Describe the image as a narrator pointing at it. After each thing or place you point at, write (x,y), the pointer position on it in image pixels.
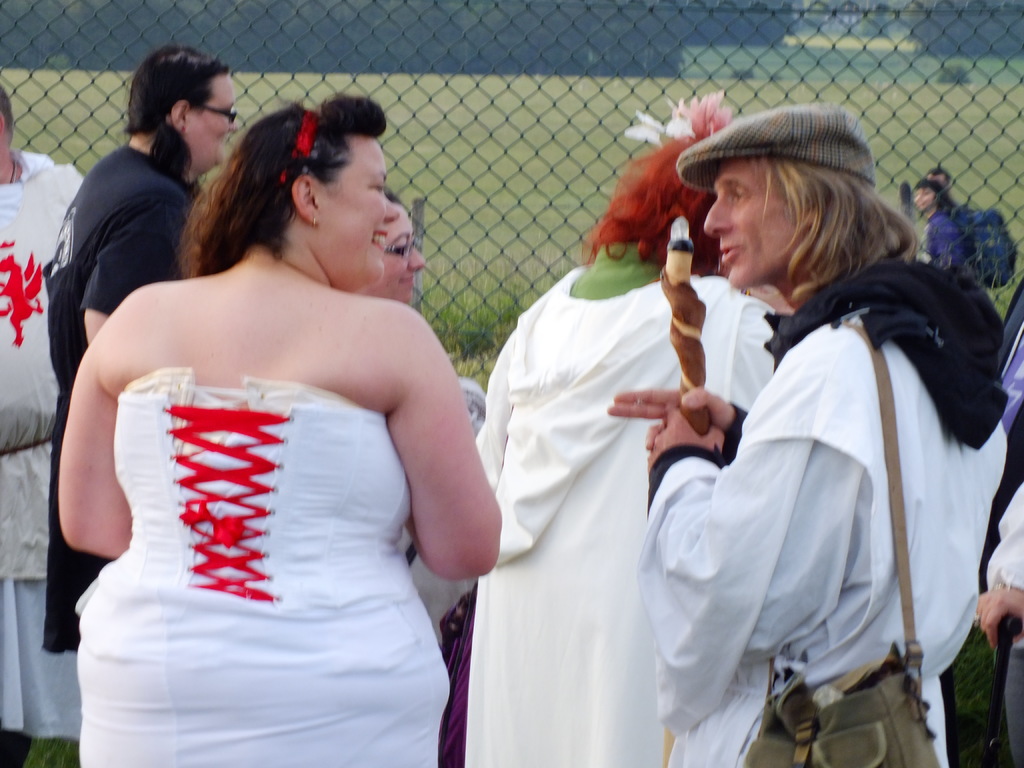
In this image there are group of persons (674,480) standing, there is a person (992,552) truncated towards the right of the image (1006,585), there are person (330,666) truncated towards the bottom of the image (24,524), there is a person (36,203) truncated towards the left of the image (36,349), there is a person (725,224) holding an object (690,301), the person (714,202) is wearing a bag (851,717), he is talking, there is a fencing (725,76) truncated towards the top of the image (570,26), there is the grass (518,151), there are plants (475,304), there are trees (645,70) truncated towards the top of the image (612,24).
